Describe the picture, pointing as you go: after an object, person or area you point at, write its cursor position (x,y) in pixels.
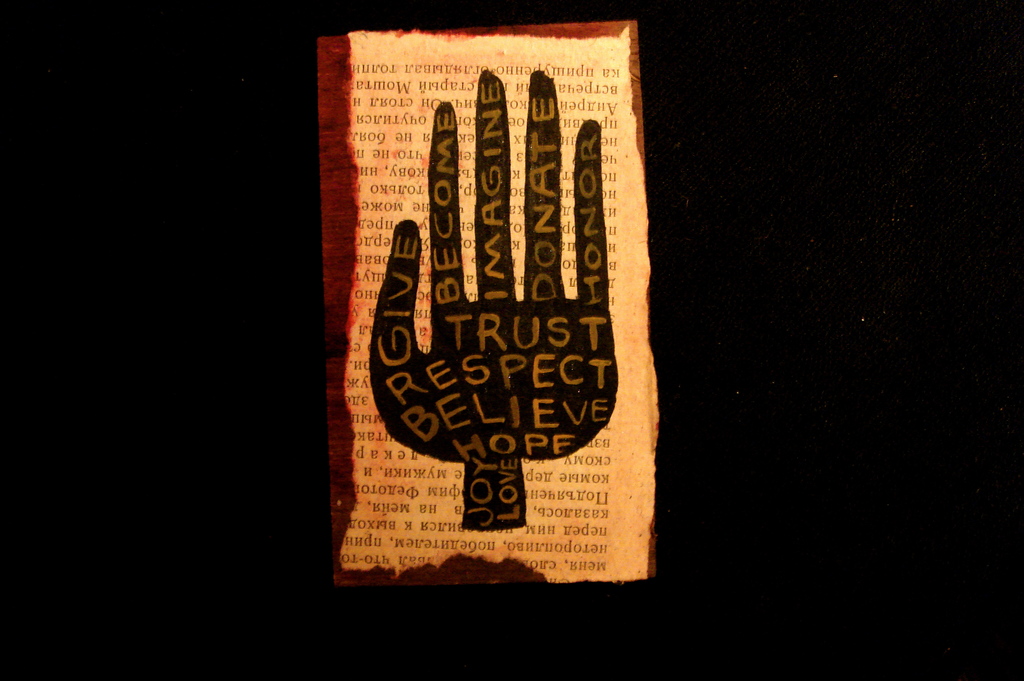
In this image we can see a paper (490,40). On the paper (630,332) there is a symbol (572,331) of hand (462,324) and text (583,294). In the background of the image (78,380) there is a dark background (891,89).
